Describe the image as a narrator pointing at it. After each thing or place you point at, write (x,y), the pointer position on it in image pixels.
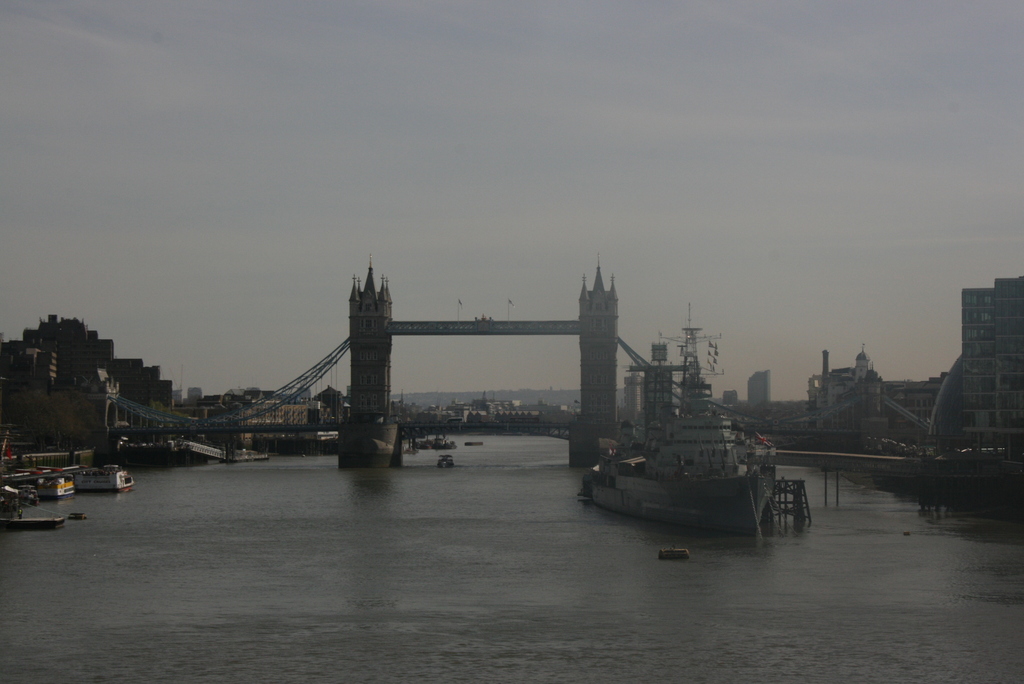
In the picture we can see water (630,609) with some boats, ship (644,431) and behind it, we can see Tower Bridge (381,319) and behind it we can see some buildings (476,416) and sky (623,268).
